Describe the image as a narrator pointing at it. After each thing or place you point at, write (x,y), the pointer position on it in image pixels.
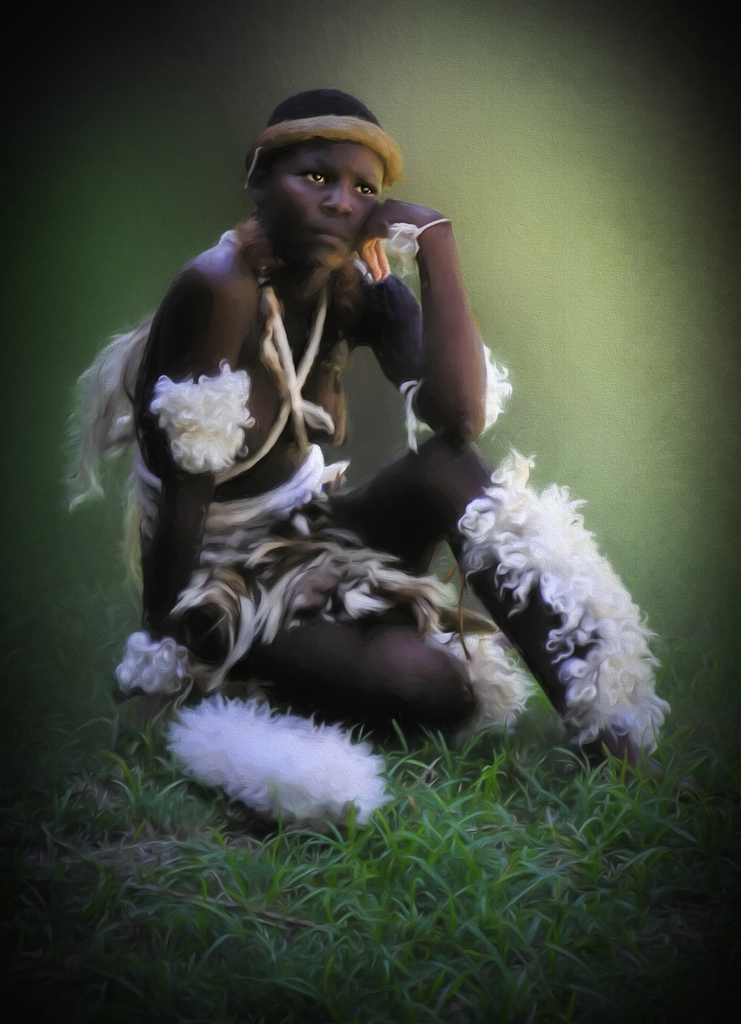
There is a person (283,539) sitting on grass (194,817) and we can see fur (173,394). In the background (158,121) it is blur and green.
